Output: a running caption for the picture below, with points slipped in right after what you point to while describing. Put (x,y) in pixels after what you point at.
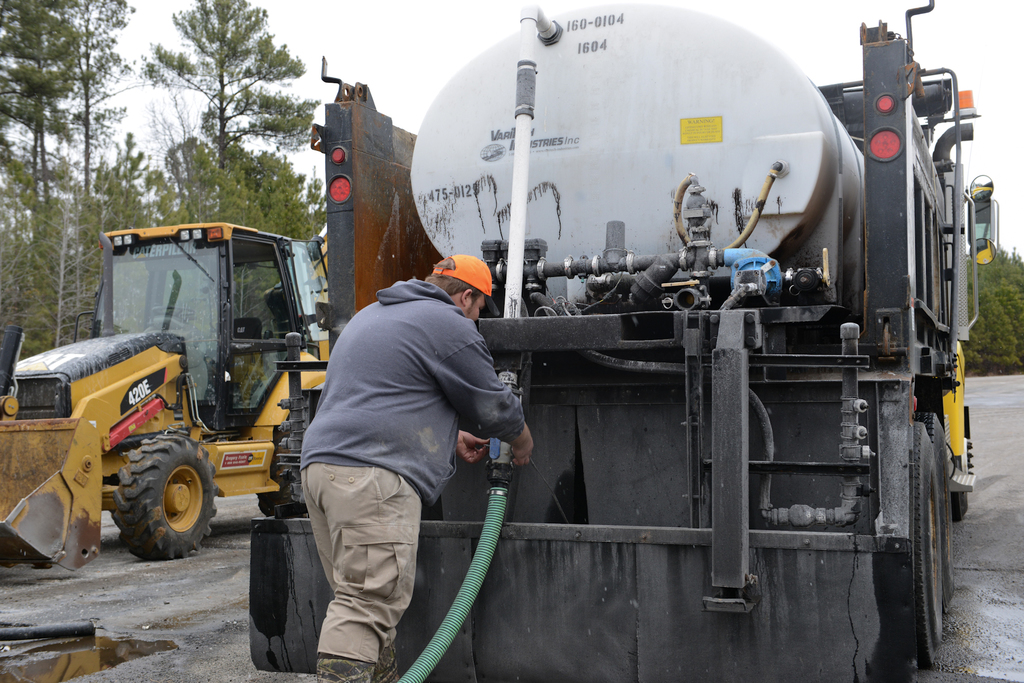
In this image we can see a vehicle (284,518) with a tank (616,175) in it. There is a person (404,532) standing, holding a pipe (411,679). To the left side of the image (118,268) there is a backhoe loader (37,371). In the background of the image (303,123) there are trees (266,68), sky (376,50). At the bottom of the image (208,647) there is road (184,611).
